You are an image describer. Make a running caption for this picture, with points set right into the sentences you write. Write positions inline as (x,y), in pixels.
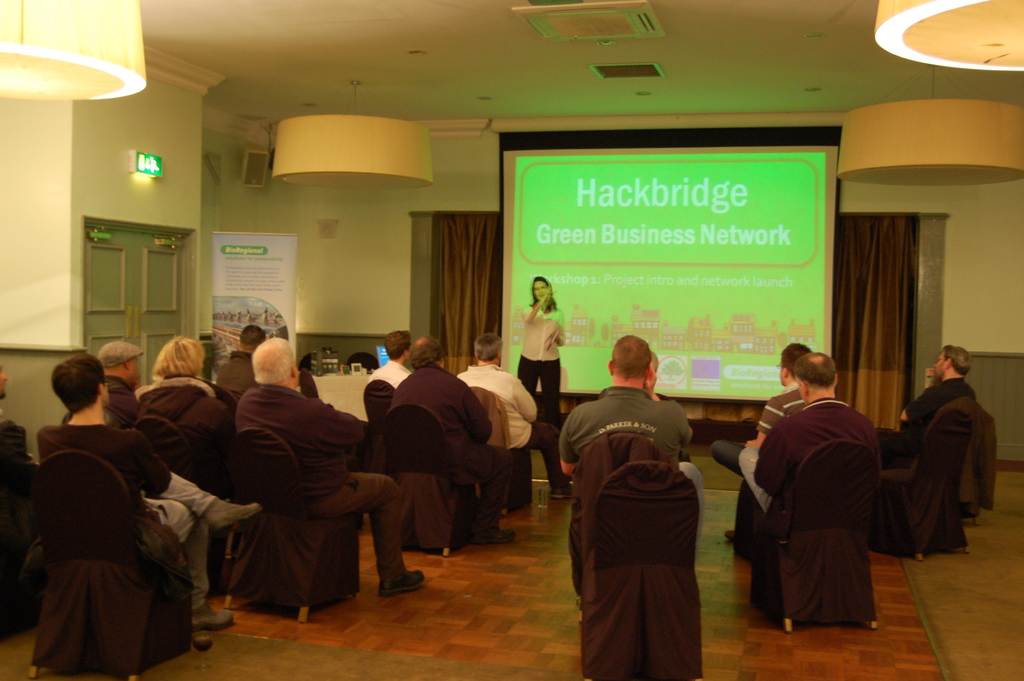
In this image we can see these people (819,395) are sitting on the chairs (96,549). Here we can see this person (549,338) is standing near the projector screen (592,307). In the background (86,317), we can see the door (140,272), banner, curtains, LED board (142,157) and lights (1000,103) to the ceiling (764,42).
